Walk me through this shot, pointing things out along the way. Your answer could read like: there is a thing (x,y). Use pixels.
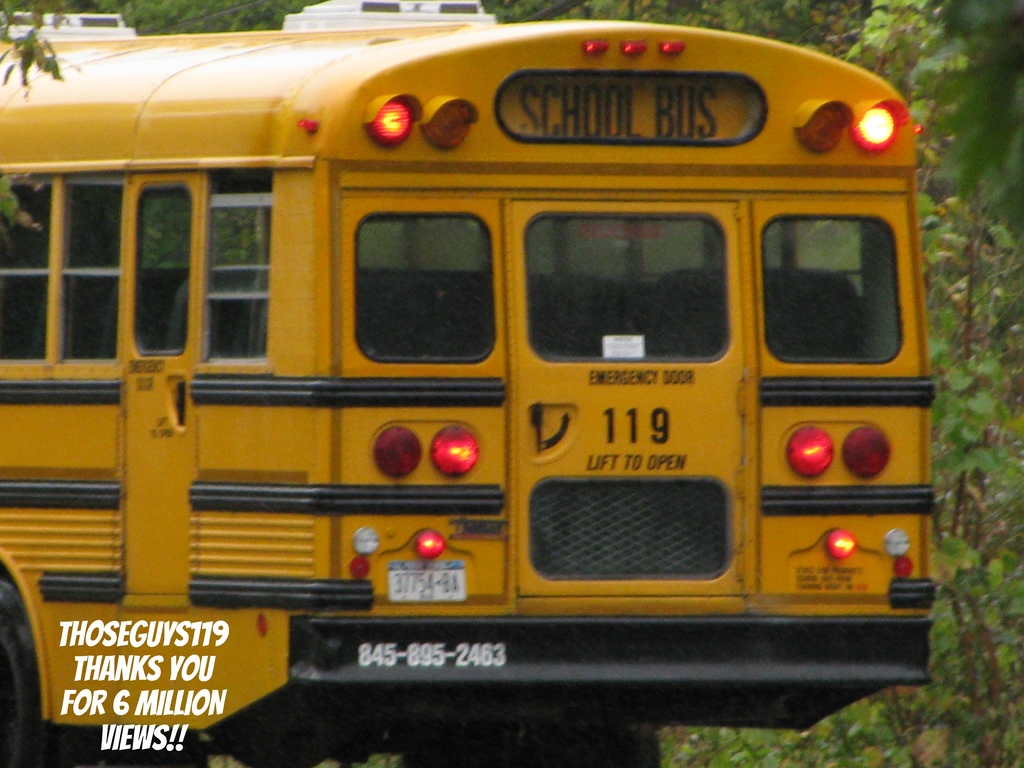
In the background (1016,497) we can see the trees (246,25). This picture is mainly highlighted with a yellow school bus (532,61). In the bottom left corner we can see the text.
